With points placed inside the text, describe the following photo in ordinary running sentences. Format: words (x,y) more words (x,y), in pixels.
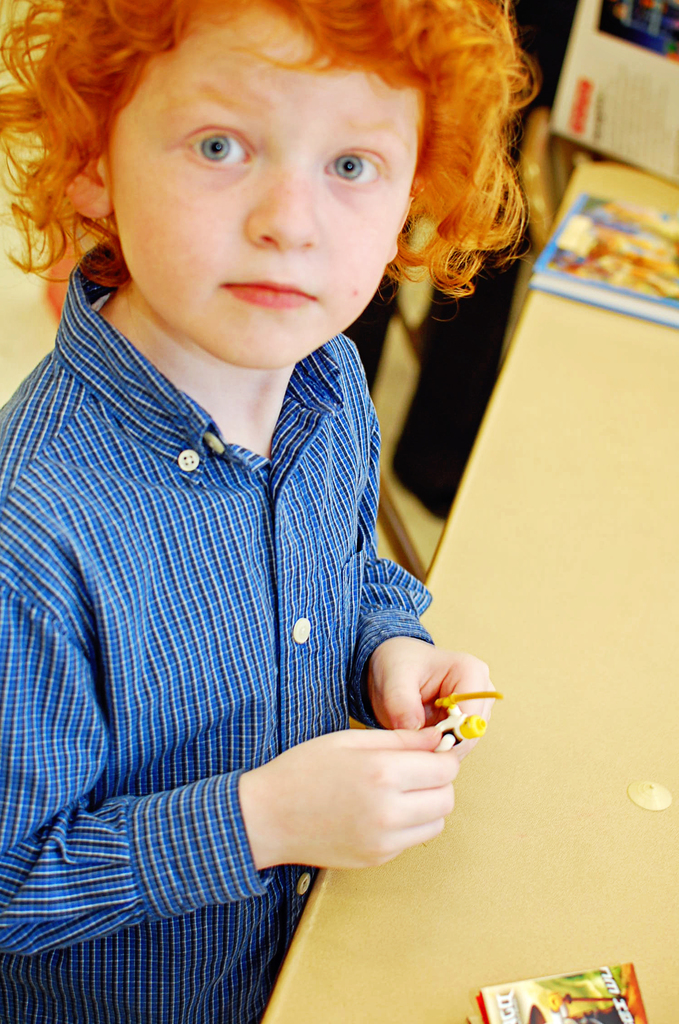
In this image we can see a boy (420,747), he is holding a toy (442,729), in front of him there is a table (522,464), on that there are books (598,976), and the background (578,122) is blurred.
